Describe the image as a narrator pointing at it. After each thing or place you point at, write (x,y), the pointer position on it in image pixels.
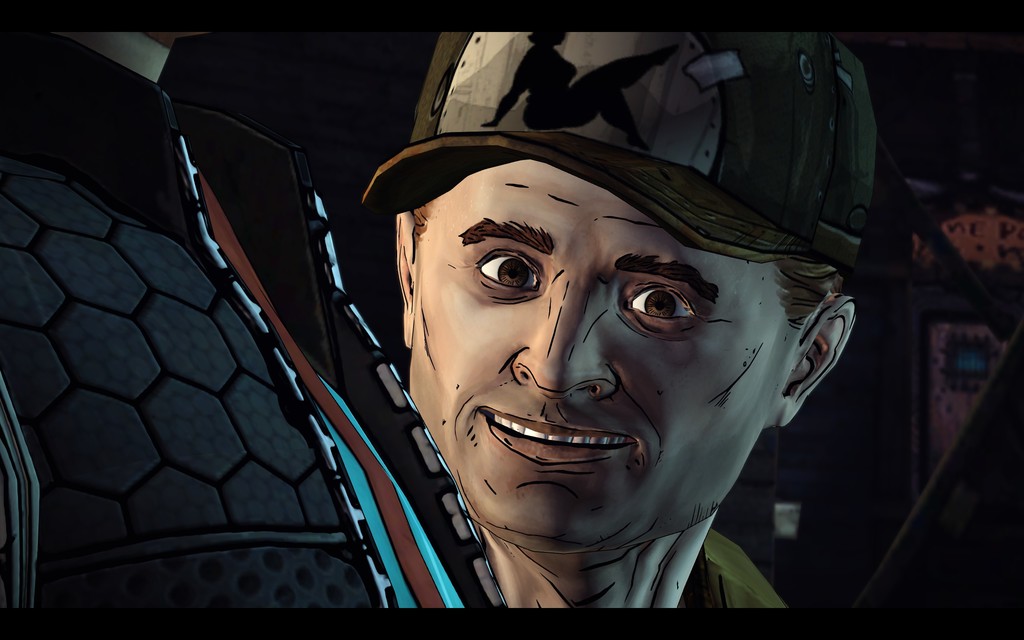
In this image we can see a painting (480,458) of a person's face (509,420) who is wearing cap (530,125) and on left side of the image (119,498) there is another who is wearing some dress (236,369).
